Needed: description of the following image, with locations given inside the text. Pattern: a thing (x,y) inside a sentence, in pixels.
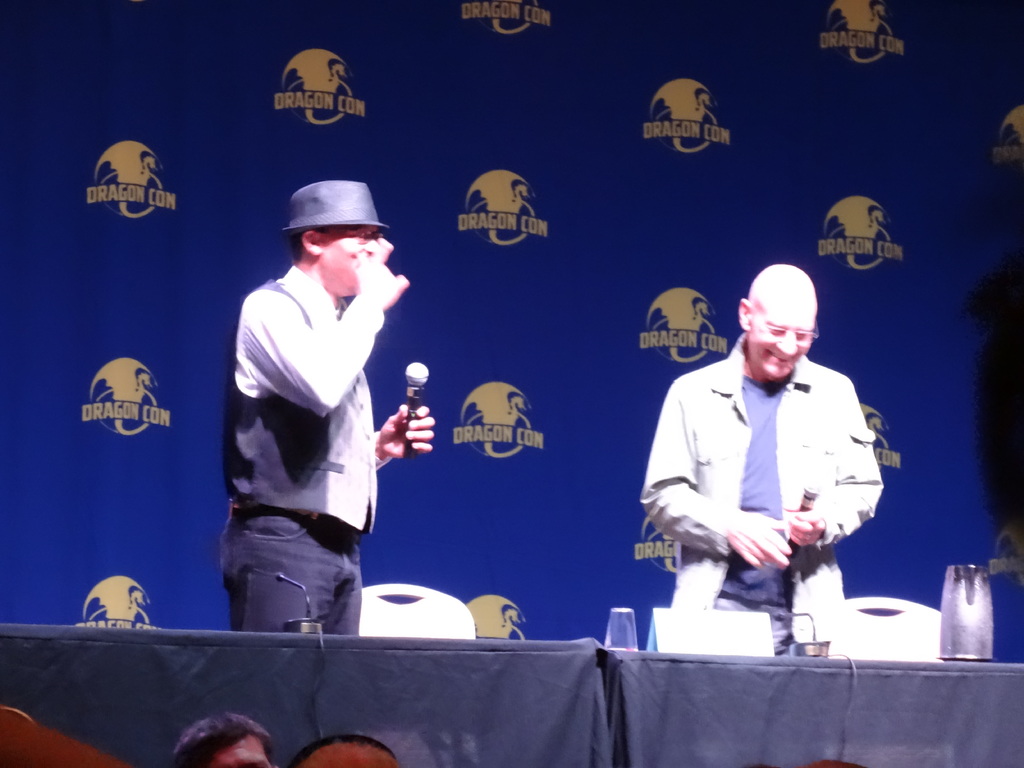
In this image I can see two men (249,498) are standing and both of them are holding mics (408,377). I can also see one of them is wearing a hat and another one is wearing a specs (800,342). I can also see few chairs (436,637) and few tables (635,708). on these tables (372,657) I can see mics (314,629), a glass (623,629) and a jar (958,580). Here I can see one more person (199,747) and in the background (190,152) I can see a banner (433,200).
